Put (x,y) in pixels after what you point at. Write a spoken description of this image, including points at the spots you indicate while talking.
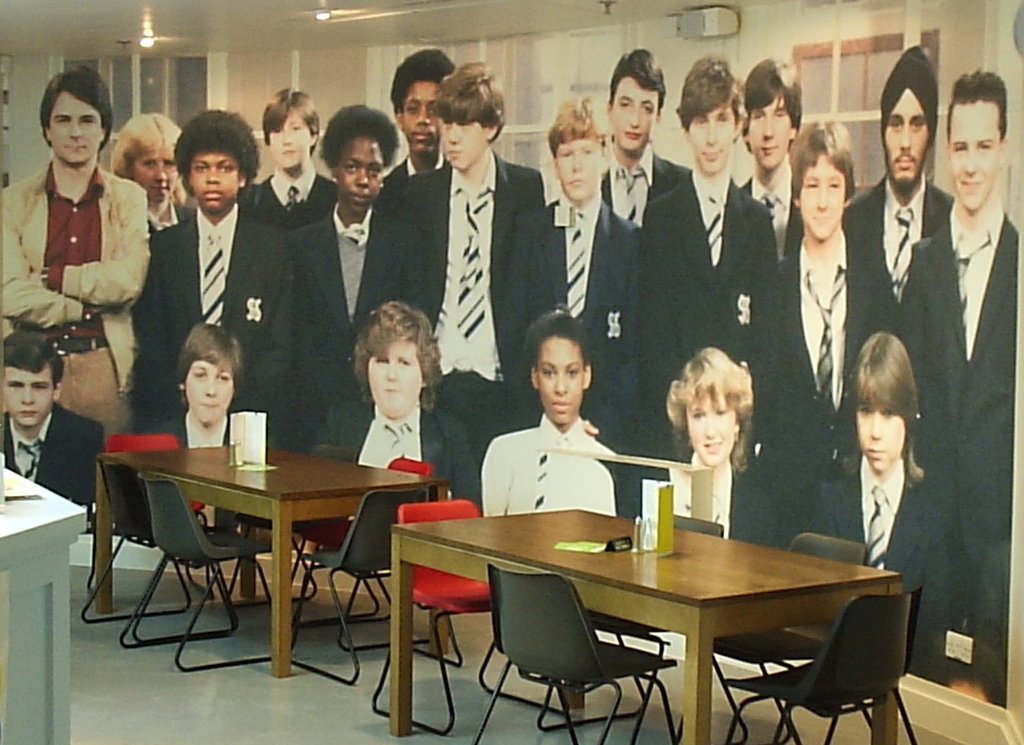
In this image I can see the board (531,335). There are group of people (487,368) on that board (961,583). In front of that board (623,317) there are two tables (265,505) and chairs (470,592).
